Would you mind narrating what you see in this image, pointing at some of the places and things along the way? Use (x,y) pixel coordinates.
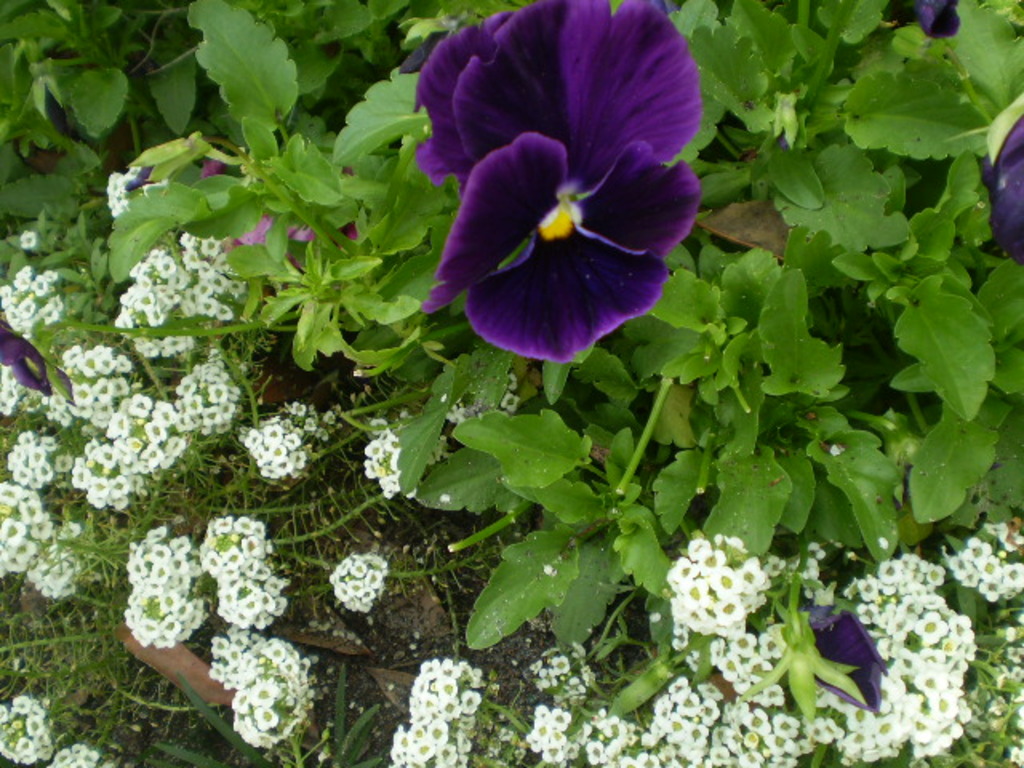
In this image I can see floral plants (641,308).
